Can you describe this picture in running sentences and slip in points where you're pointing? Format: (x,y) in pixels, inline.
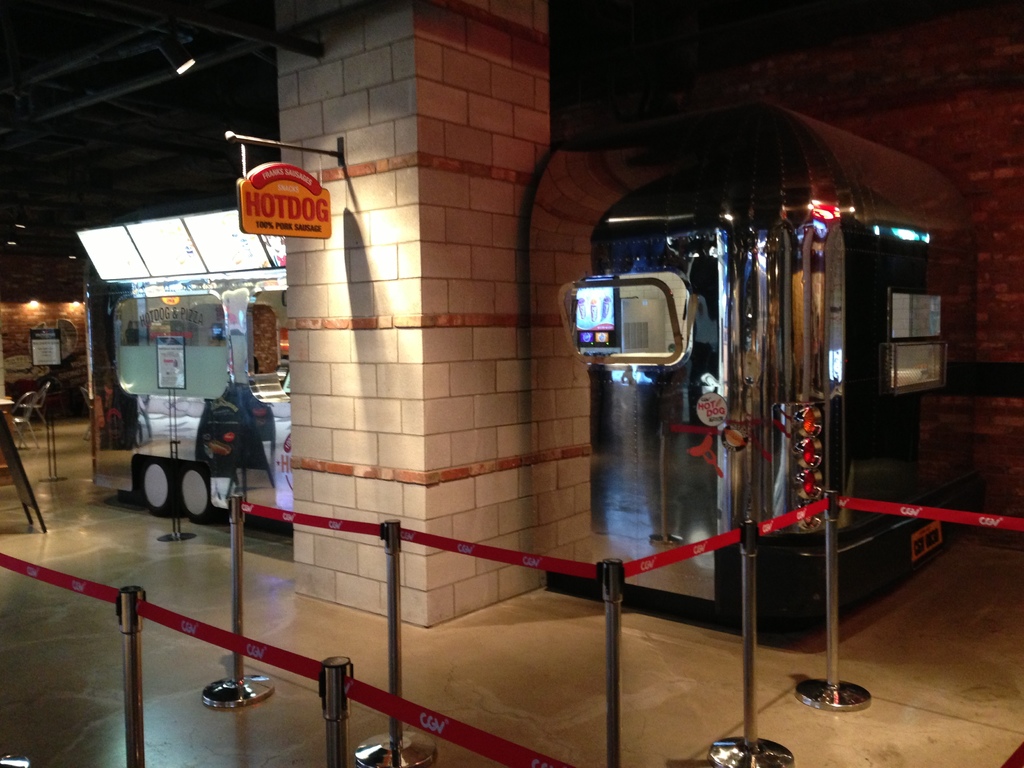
In this image on the right side (836,343) there is a machine (695,329), and we could see some lights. And at the bottom of the image (200,636) there are some rods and tape (241,646), and on the left side of the image (149,329) there is a machine (147,369) and some boards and lights (286,239). And in the center (380,340) there is a wall (435,188) and board (310,219), at the top (205,98) there is ceiling (140,89) and lights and at the bottom (53,692) there is floor (787,657).
